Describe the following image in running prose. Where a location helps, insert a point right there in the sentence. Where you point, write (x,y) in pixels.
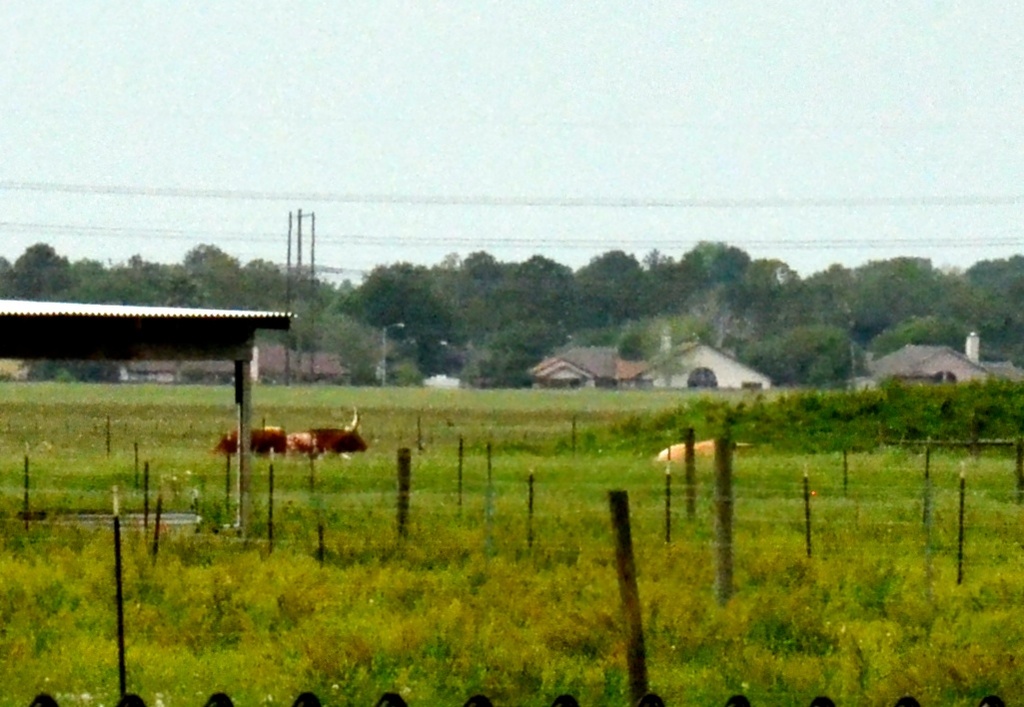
In this image we can see a shed (127,342), houses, wooden sticks (926,518), grass (455,442), trees (440,303) and in the background (404,107) we can see the sky (350,134).
